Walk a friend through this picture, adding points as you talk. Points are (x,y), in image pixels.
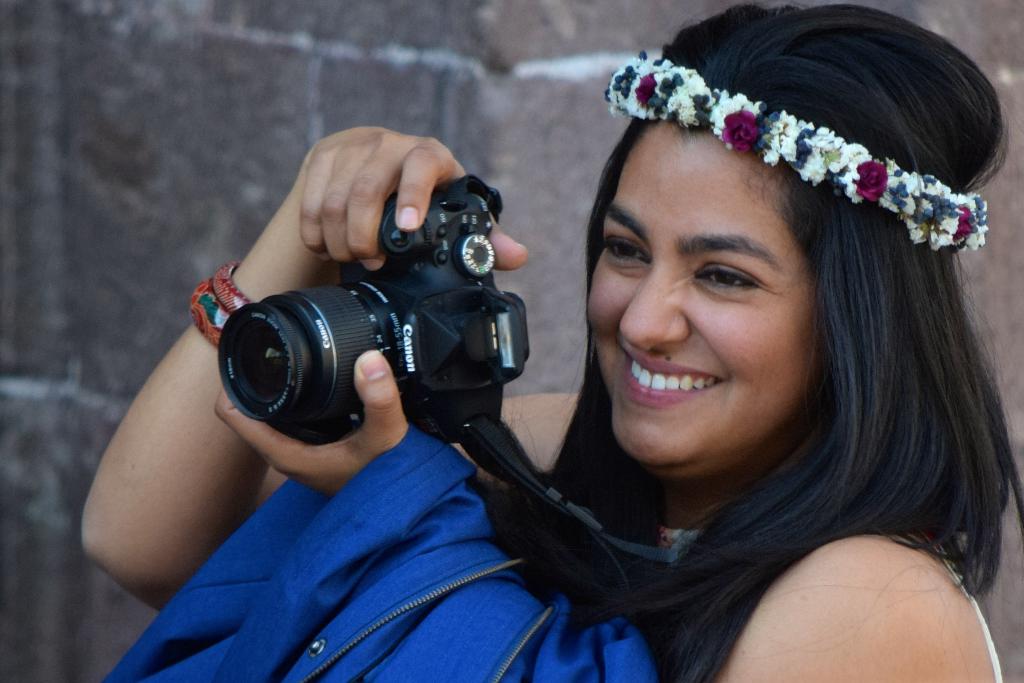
This woman (804,350) is holding a camera (381,346), smile, wore crown (789,122) and holding a jacket (463,581).
